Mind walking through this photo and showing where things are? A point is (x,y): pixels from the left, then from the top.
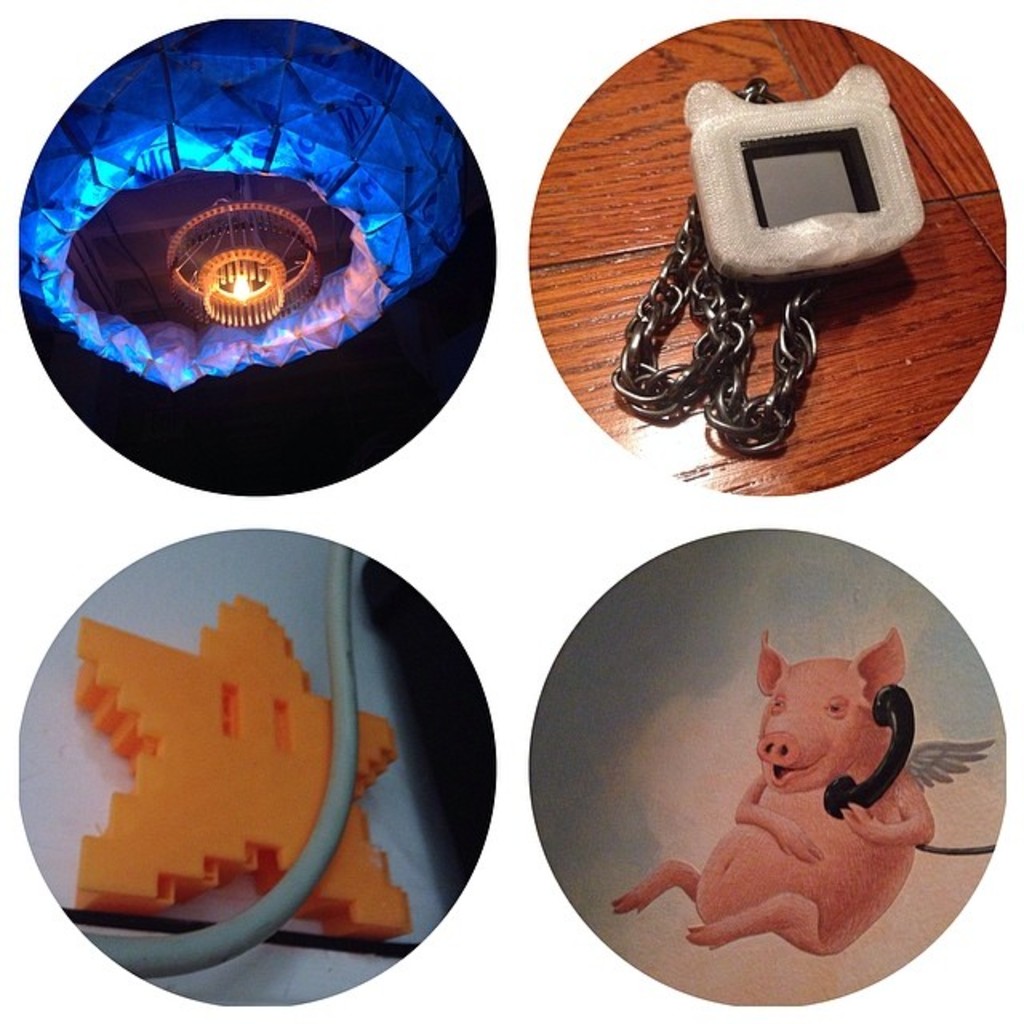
This image is a collage. In the first image we can see a chandelier (240,226). In the second image there is a chain (723,303) and a pendant (769,253) placed on the table (678,326). In the third image we can see a decor (175,875) and a wire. In the fourth image there is a pig (776,875) holding a telephone (889,752).
